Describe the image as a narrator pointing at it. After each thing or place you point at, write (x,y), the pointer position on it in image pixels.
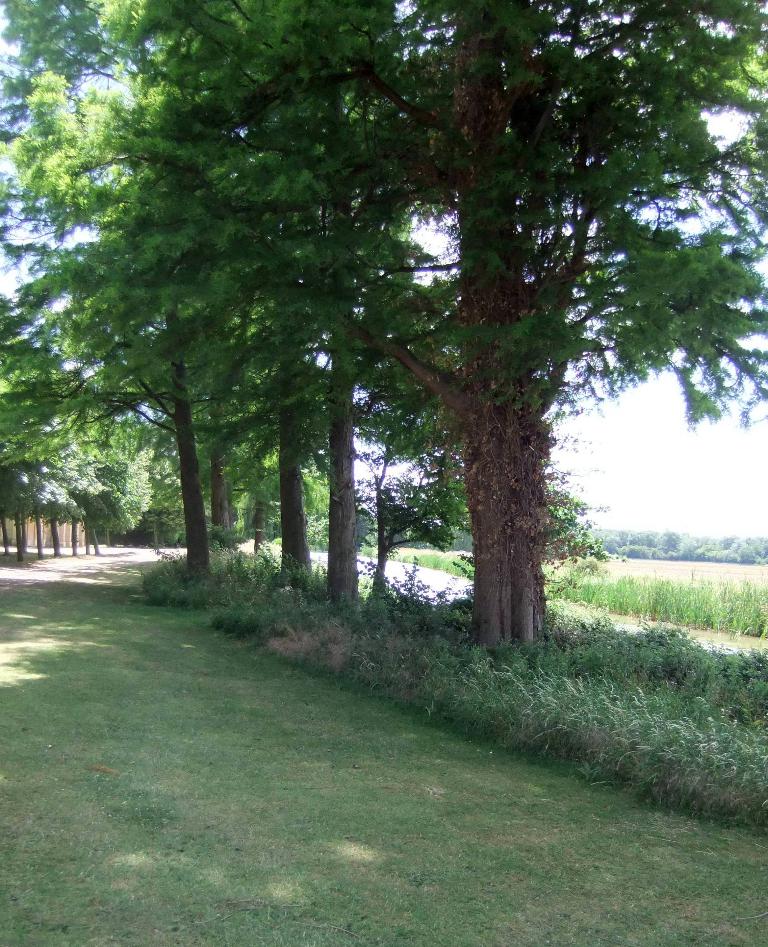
In this image in the front (304,814) there's grass (393,814) on the ground (408,799). In the background (260,389) there are trees (392,533) and there are plants (671,610).
